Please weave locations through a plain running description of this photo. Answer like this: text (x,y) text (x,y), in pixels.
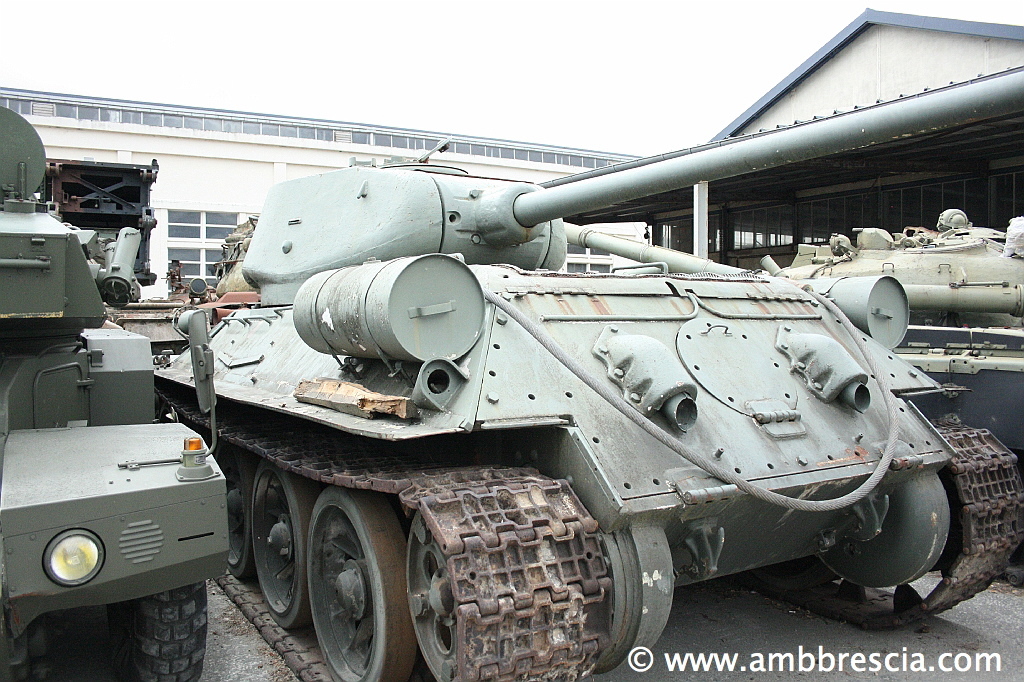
As we can see in the image there are vehicles (511,322), buildings (239,141) and sky (678,98).
